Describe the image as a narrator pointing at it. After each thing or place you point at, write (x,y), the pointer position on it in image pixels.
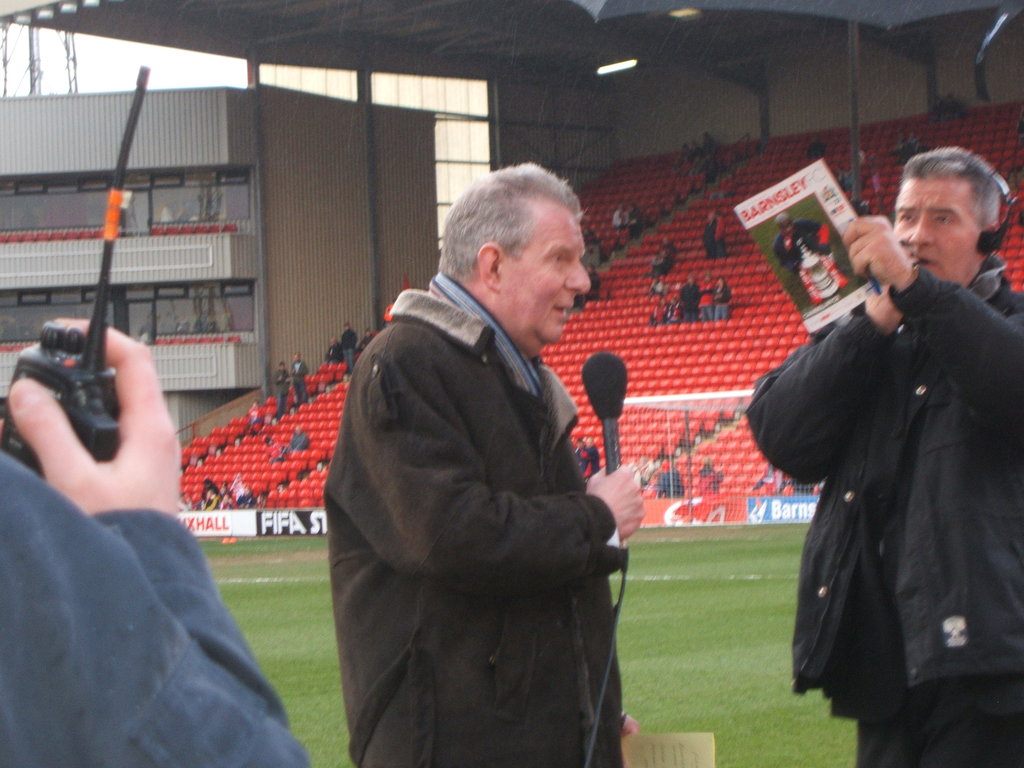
This image is taken outdoors. This image is taken in a stadium (709,649). In the background (632,350) there are many empty chairs (735,352) and a few people (690,289) are sitting on the chairs (292,396) and a few (281,384) are standing. There are many boards (767,507) with a text (781,506) on them. There is a building (274,272) with walls (112,124). At the top of the image (284,54) there is a roof (754,20). On the left side of the image (11,615) a person (107,595) is holding a walkie-talkie (85,406). In the middle of the image (496,395) a man (521,574) is standing and talking. He is holding a mic (611,428) in his hand (594,489). On the right side of the image (907,303) a man (861,342) is standing and he is holding a book (818,243) in his hand (866,262).
